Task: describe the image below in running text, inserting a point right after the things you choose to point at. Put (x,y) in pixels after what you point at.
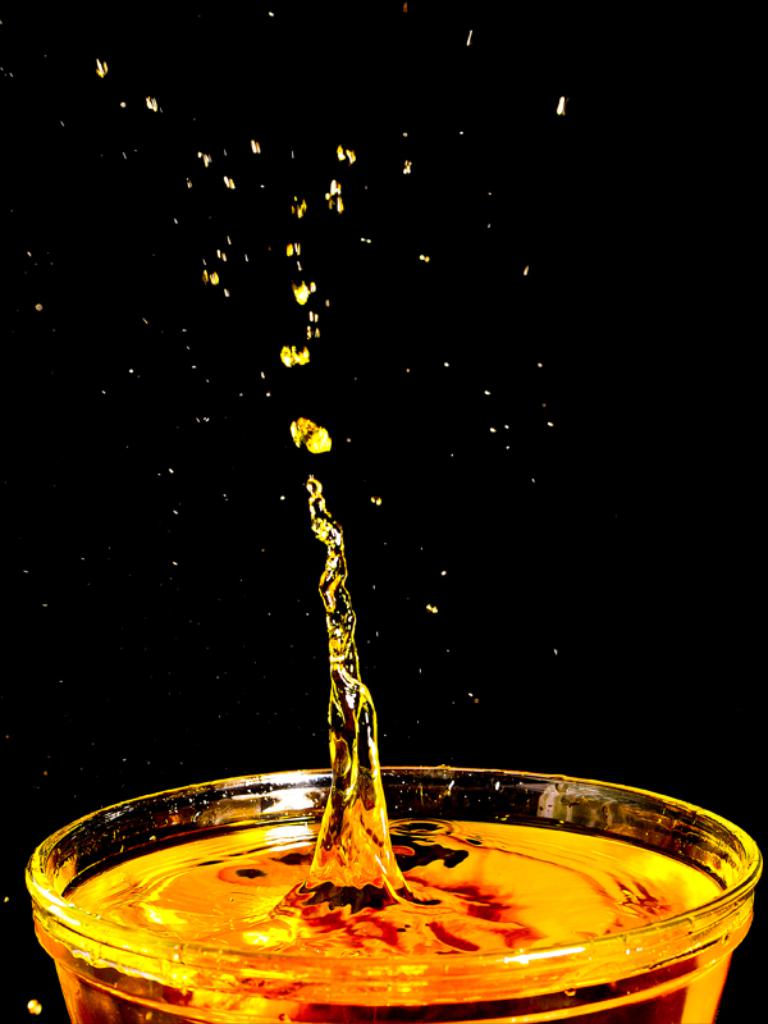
In this picture we can see liquid (255,850) in a glass (214,949). We can see a few drops (340,204) of liquid (350,626). Background (497,701) is black in color.
